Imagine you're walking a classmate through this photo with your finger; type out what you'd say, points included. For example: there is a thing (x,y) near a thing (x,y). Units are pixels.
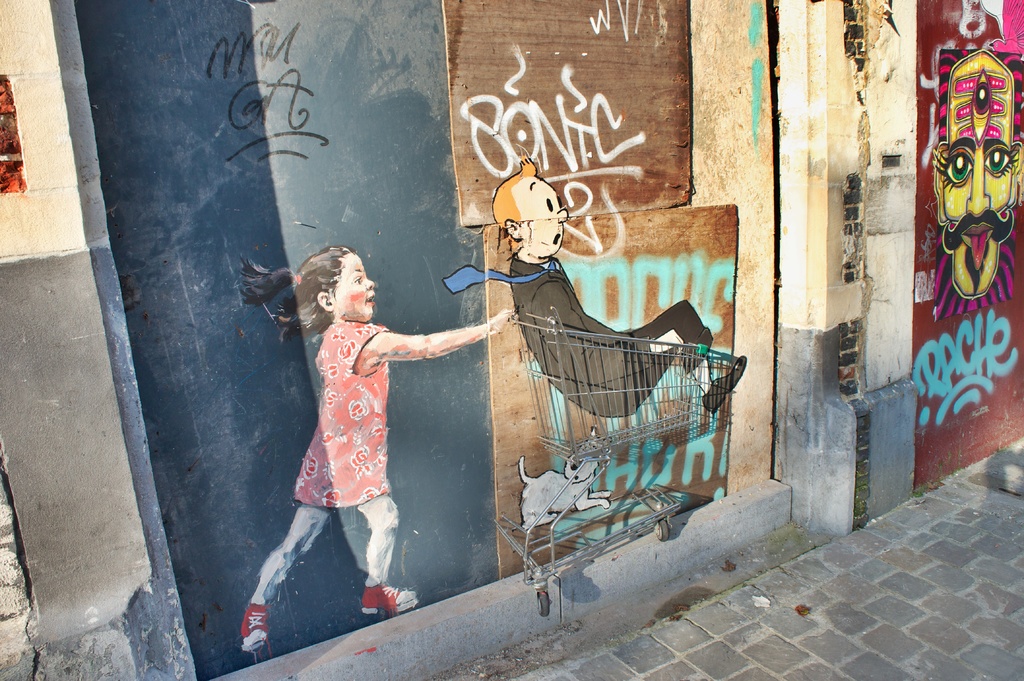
In this image I can see paintings (587,279) are on the walls (847,168). A painting (312,311) of a girl (338,449), cart (661,353), animal (523,500) and person (574,309).
